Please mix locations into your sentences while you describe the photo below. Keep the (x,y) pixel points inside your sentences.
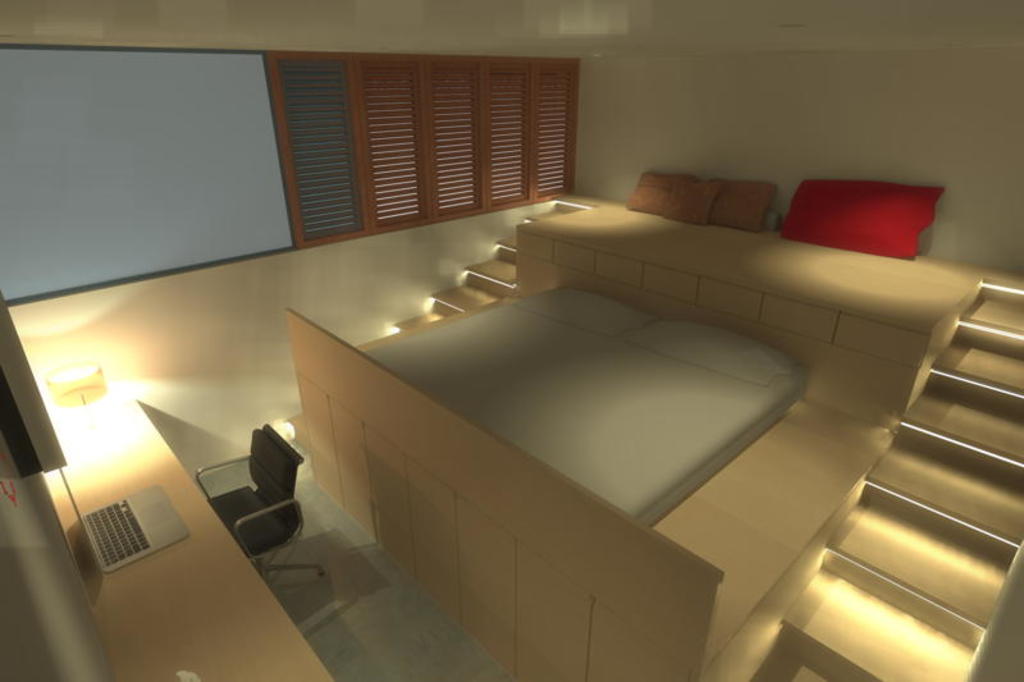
In the picture there is a beautiful interior (275,372), there is a bed (631,323), stairs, chair (244,503), a laptop (108,504), windows (240,73) and a lamp (71,385) in the image.
